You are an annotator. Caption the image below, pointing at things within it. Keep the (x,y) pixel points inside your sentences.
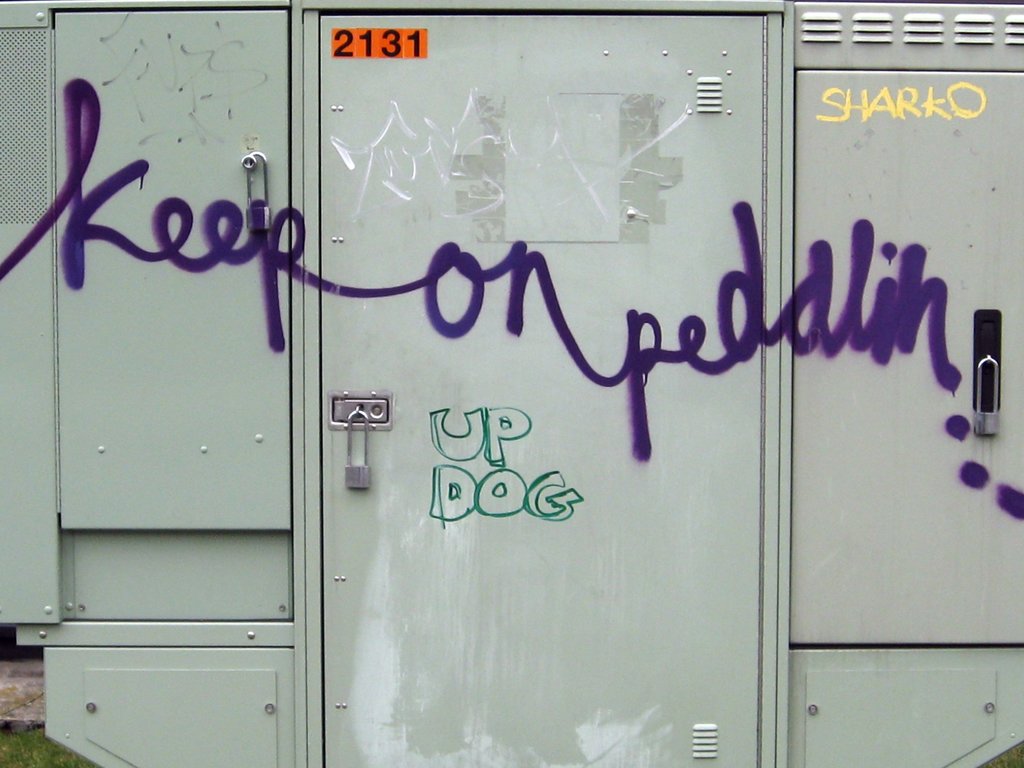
In this image I can see the lockers (289,438) which are in ash color. I can see something is written on it. In the background (28,746) I can see the grass (18,761) and the rock (0,679).
